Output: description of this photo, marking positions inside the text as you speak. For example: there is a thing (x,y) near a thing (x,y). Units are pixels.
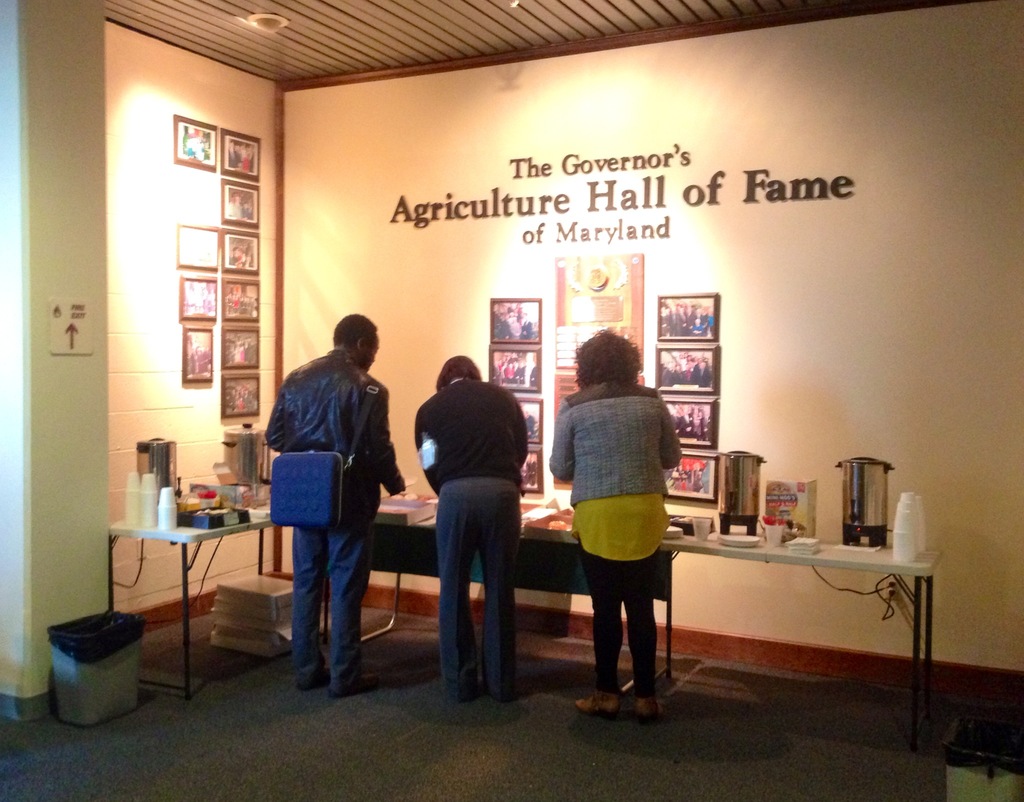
In this image I see 3 persons (305,635) who are standing and I can also see this man (368,548) is carrying a bag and I see tables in front of them on which there are many things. I see a wall (908,110) over here on which there are many frames (245,146) and I see few words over here.
